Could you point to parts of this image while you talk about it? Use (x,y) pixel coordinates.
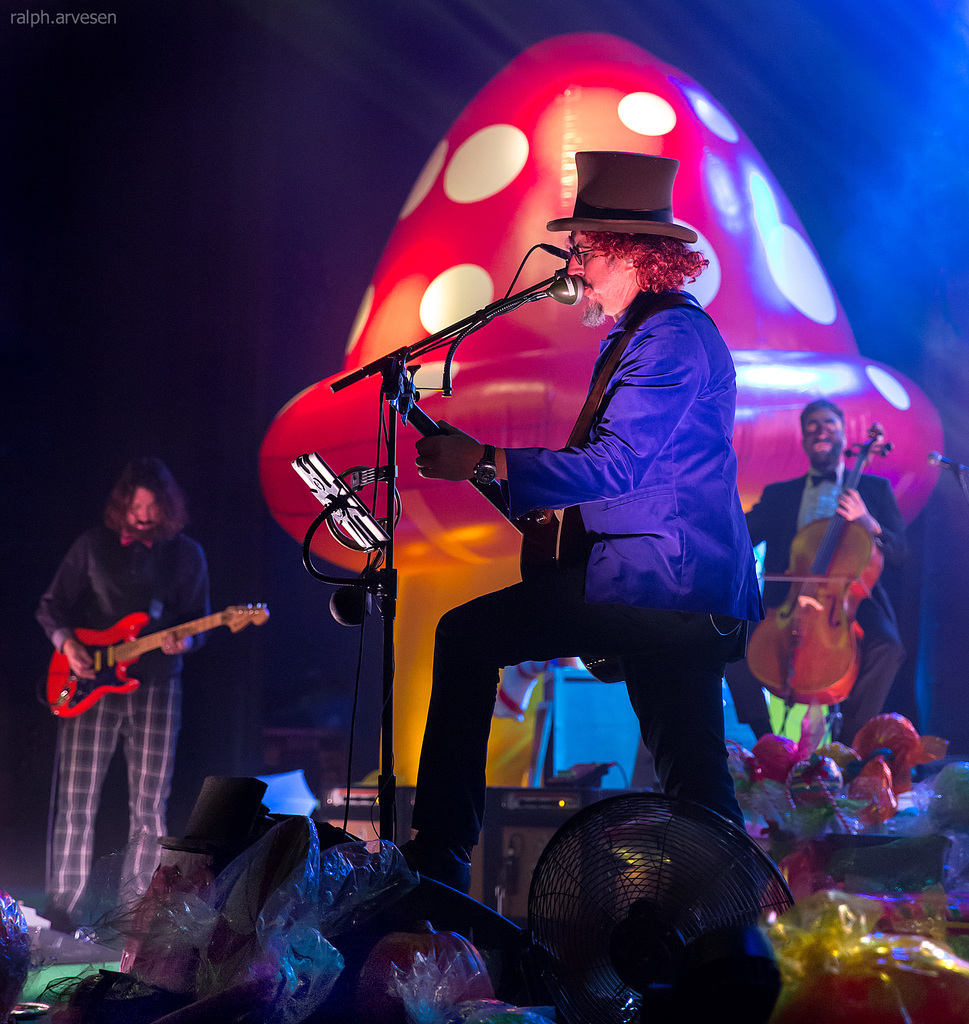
in this image i can see performance of the actors (78,774) And there are the person's (776,528) right side (792,530) holding a cello (825,622) and another person (650,473) wearing a blue color jacket (661,558) he holding a guitar (539,556) and stand in front of a mike (557,289) and another person (99,757) stand holding a red color guitar (68,715) and on the bottom (605,867) and i can see a fan (618,864) and i can see decorative items (786,801) on the floor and left corner (38,22) i can see text (82,22).
